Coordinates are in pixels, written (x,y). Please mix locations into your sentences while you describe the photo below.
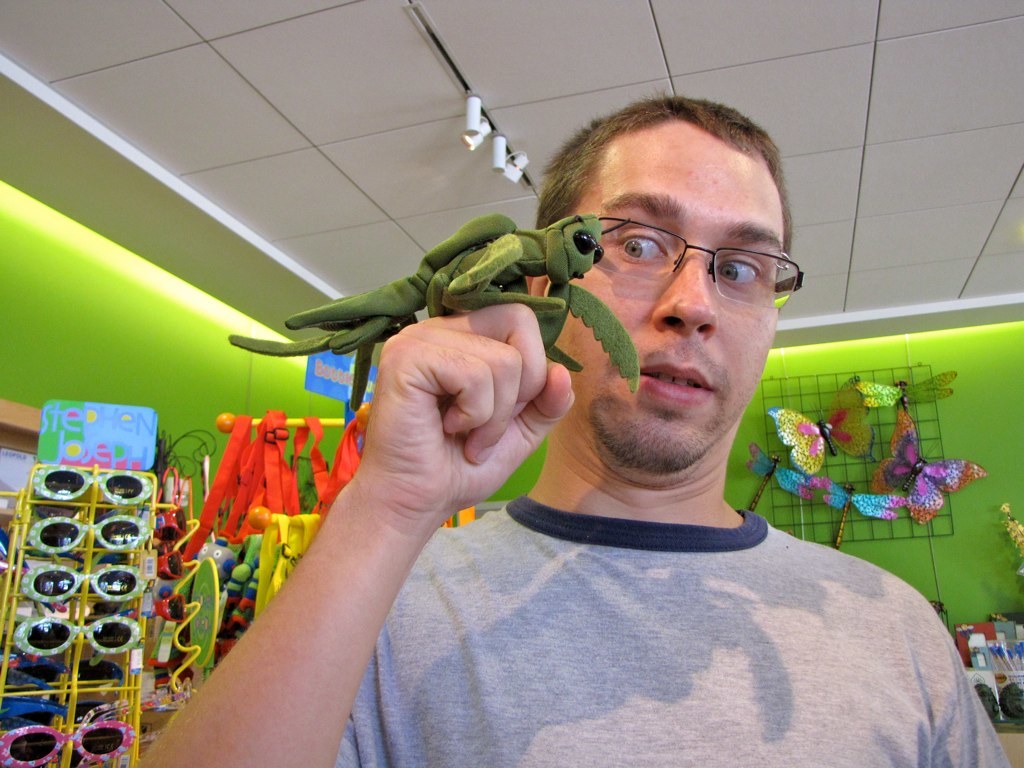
In this picture we can see a man (403,516) carrying an animal toy (561,250) on his fist (424,332) and looking at it. In the background (858,438) we have many toys (124,516) like goggles (65,491), butterflies (792,454) etc.
